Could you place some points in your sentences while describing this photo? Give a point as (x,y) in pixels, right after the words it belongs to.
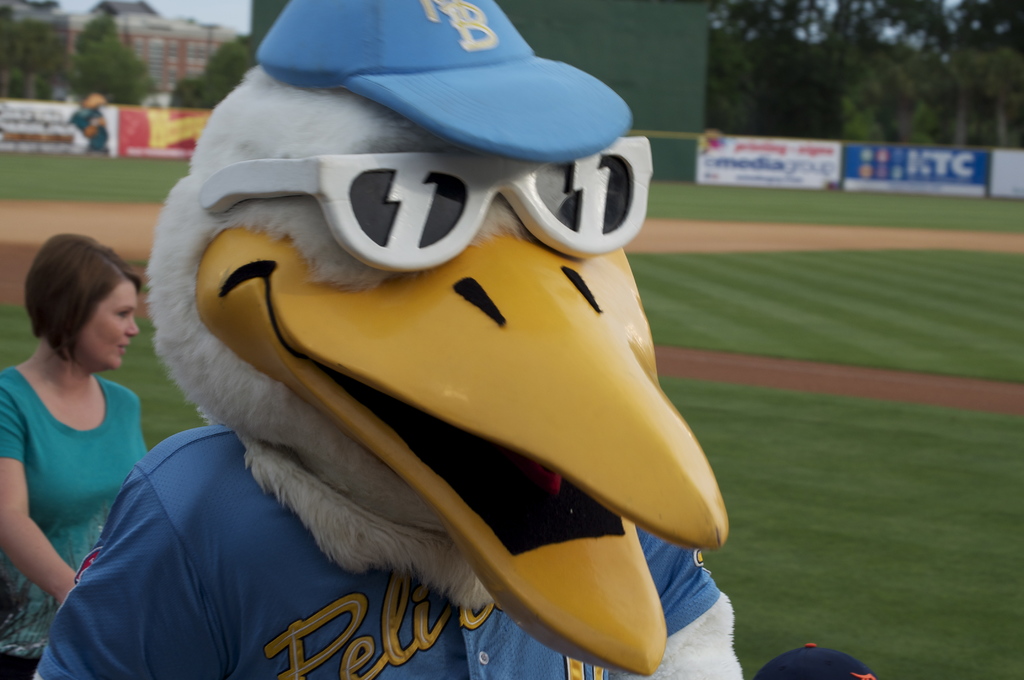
This image consists of two persons (282,517). In the front (246,580), the man (220,579) is wearing a costume (356,563). Behind him, there is a woman (40,484) wearing a green T-shirt (60,497). At the bottom (823,483), we can see green grass (903,406). In the background (963,164), there are banners (975,150) and boards (798,150) on the wall (893,192). And there are also many trees (108,36) along with a building (136,41).
